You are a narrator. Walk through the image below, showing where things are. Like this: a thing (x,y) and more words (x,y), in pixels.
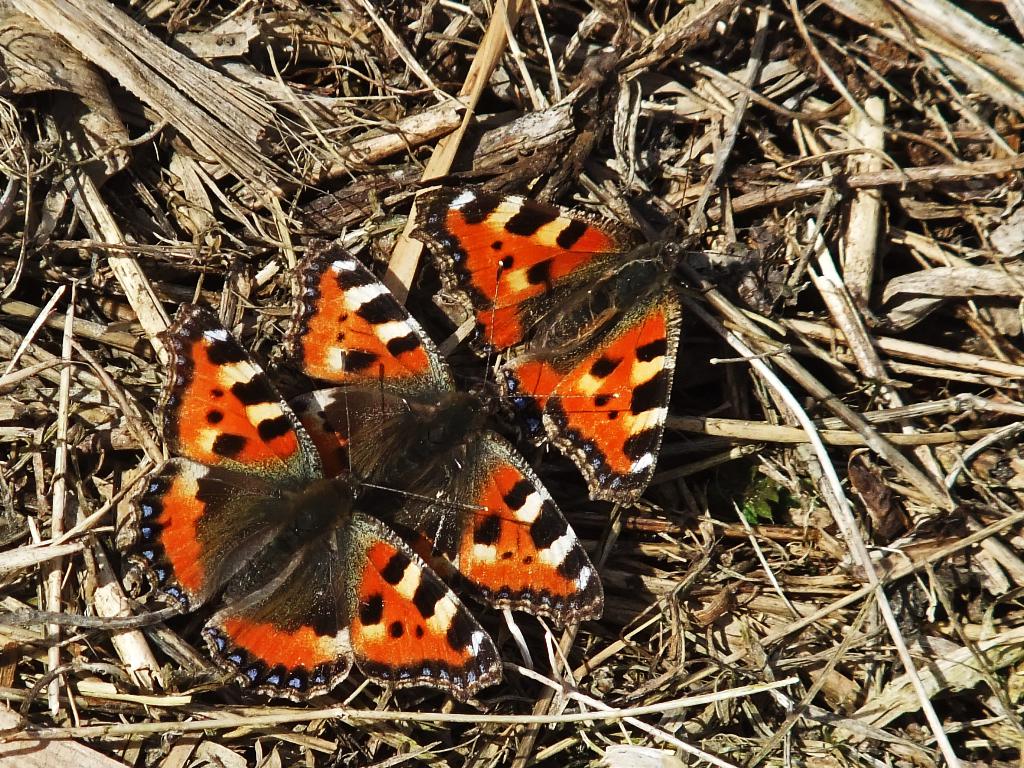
In this image there are three butterflies (388,430) on dry wooden sticks (409,139).
